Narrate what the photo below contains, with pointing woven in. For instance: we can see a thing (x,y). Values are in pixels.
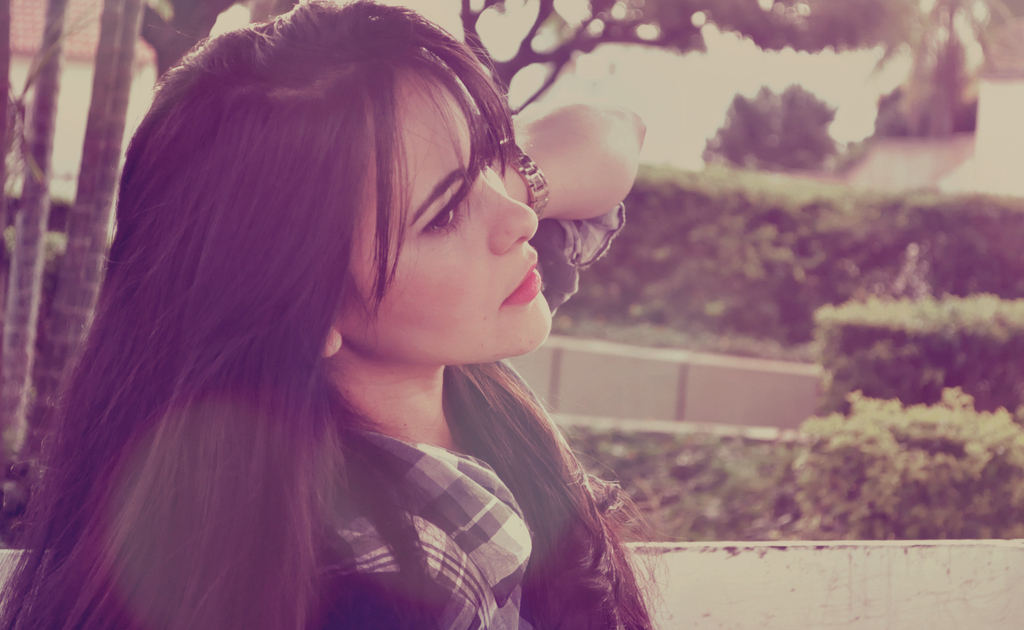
In this picture I can see a woman (498,292) in front (179,163) and in the background (46,24) I can see few trees (682,42) and plants (679,254) and I see that it is a bit blurry on the top of this picture (734,75).
